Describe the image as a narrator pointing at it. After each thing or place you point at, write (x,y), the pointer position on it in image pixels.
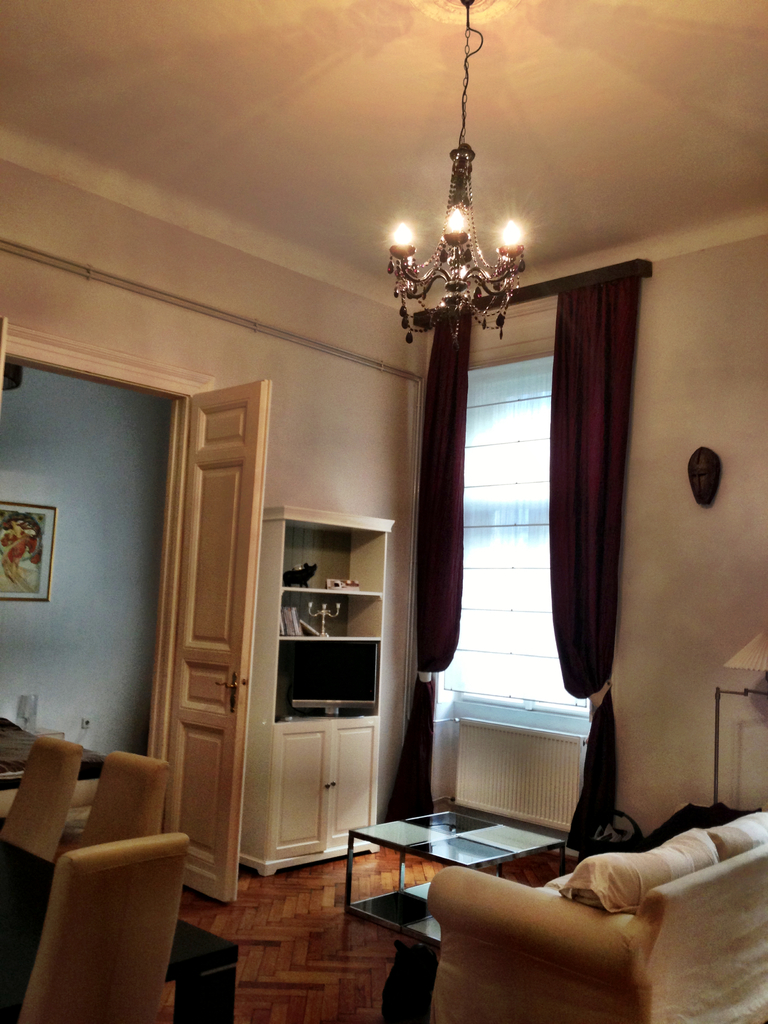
In this image I can see a couch (679,935), pillows (731,837), table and white color cupboard (330,727). In front I can see a door (202,624) and frame (50,531) is attached to the wall (69,551). I can see a maroon color curtains (563,426) and window (488,562). Top I can see a lights (456,260) and wall (60,594).
